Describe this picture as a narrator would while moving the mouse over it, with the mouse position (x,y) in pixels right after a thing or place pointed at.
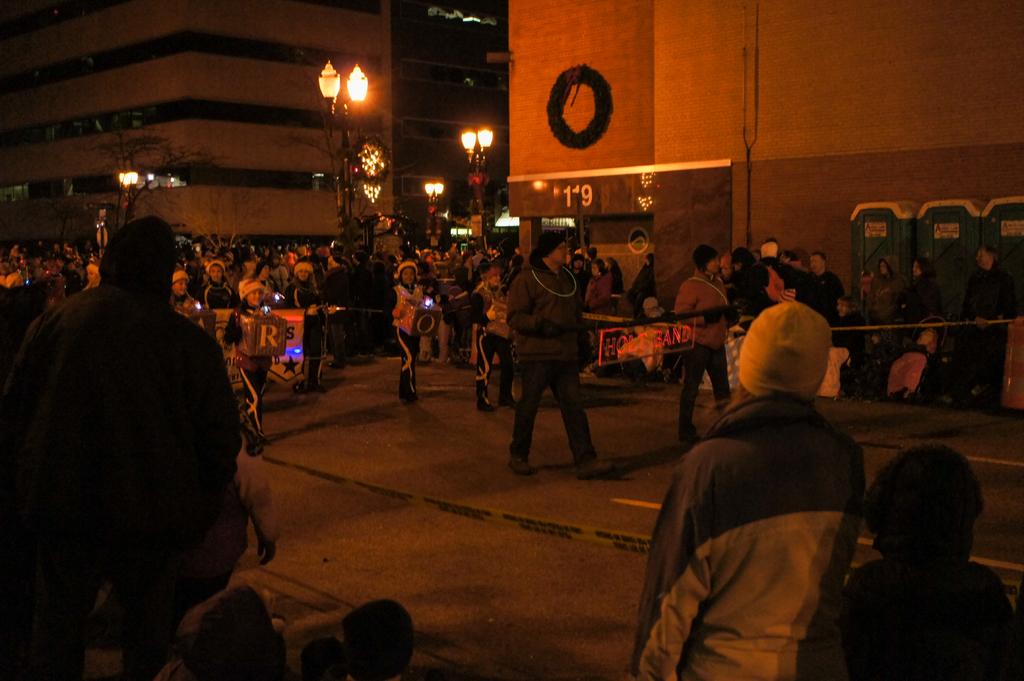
On the right side (796,480) few persons (898,548) are standing on this road (368,543). In the middle (530,229) there are lights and buildings (281,145).
